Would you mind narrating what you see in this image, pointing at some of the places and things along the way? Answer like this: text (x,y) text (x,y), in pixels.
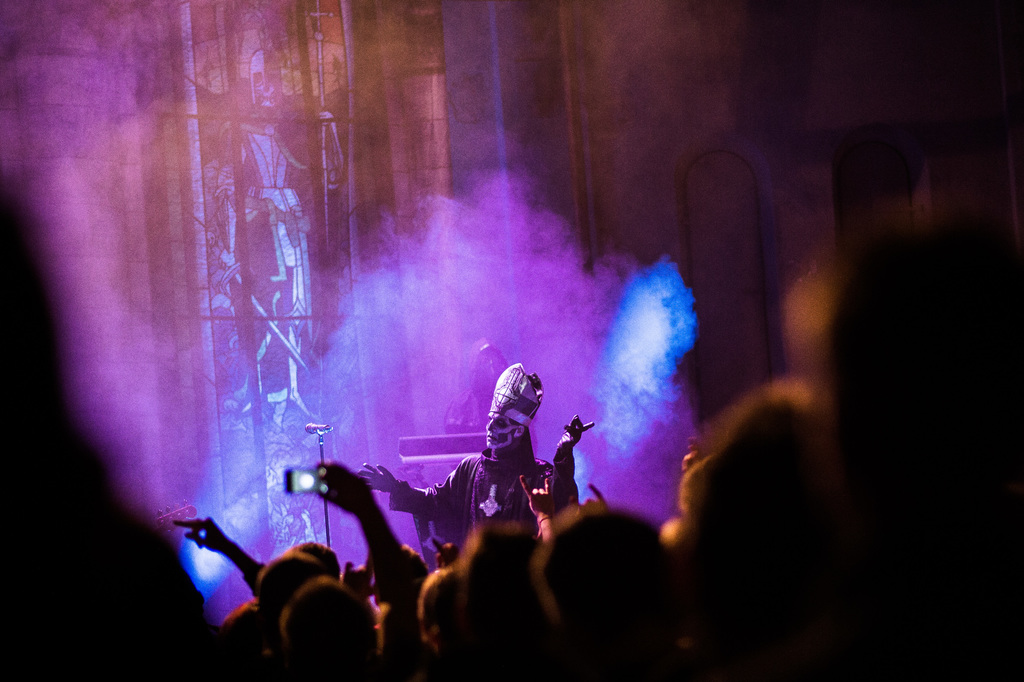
This picture seems to be clicked inside. In the foreground (868,591) we can see the group of persons (541,512). In the center (514,453) there is a person (494,466) and we can see a microphone (313,433) attached to the stand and we can see an electronic device (288,472). In the background (269,153) we can see the wall (776,148) and a stained glass window (282,162) on the wall (101,155) and we can see many other objects (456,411).
